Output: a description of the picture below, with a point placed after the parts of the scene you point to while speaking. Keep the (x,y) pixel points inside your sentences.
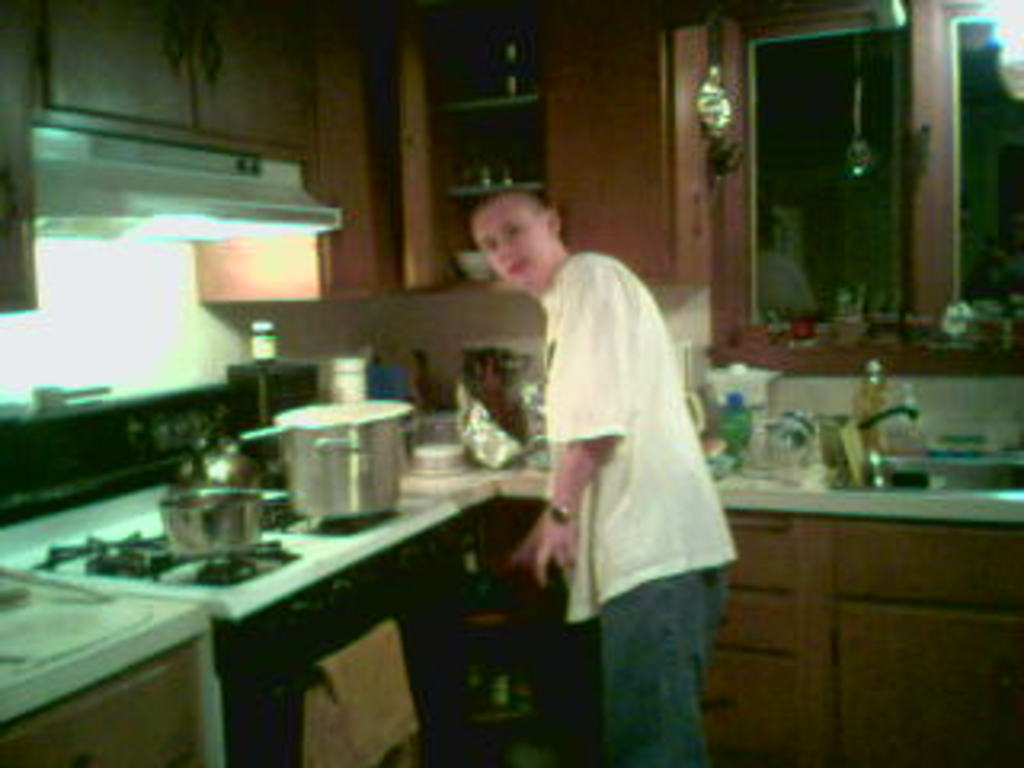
In this image there is a man (581,481) standing on the floor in the kitchen (570,636). In front of him there is a stove (289,537) on which there are vessels (295,476). On the right side (852,211) top there is a window (915,266). There is a kitchen platform (828,484) beside him on which there are bottles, cups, bowls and some vessels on it. Above the stove (349,635) there is a chimney (169,220). At the top (545,88) there are cupboards (530,88) in which there are metal vessels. On the left side (328,711) there is a cloth (361,653) which is hanged on the pole (371,635).
